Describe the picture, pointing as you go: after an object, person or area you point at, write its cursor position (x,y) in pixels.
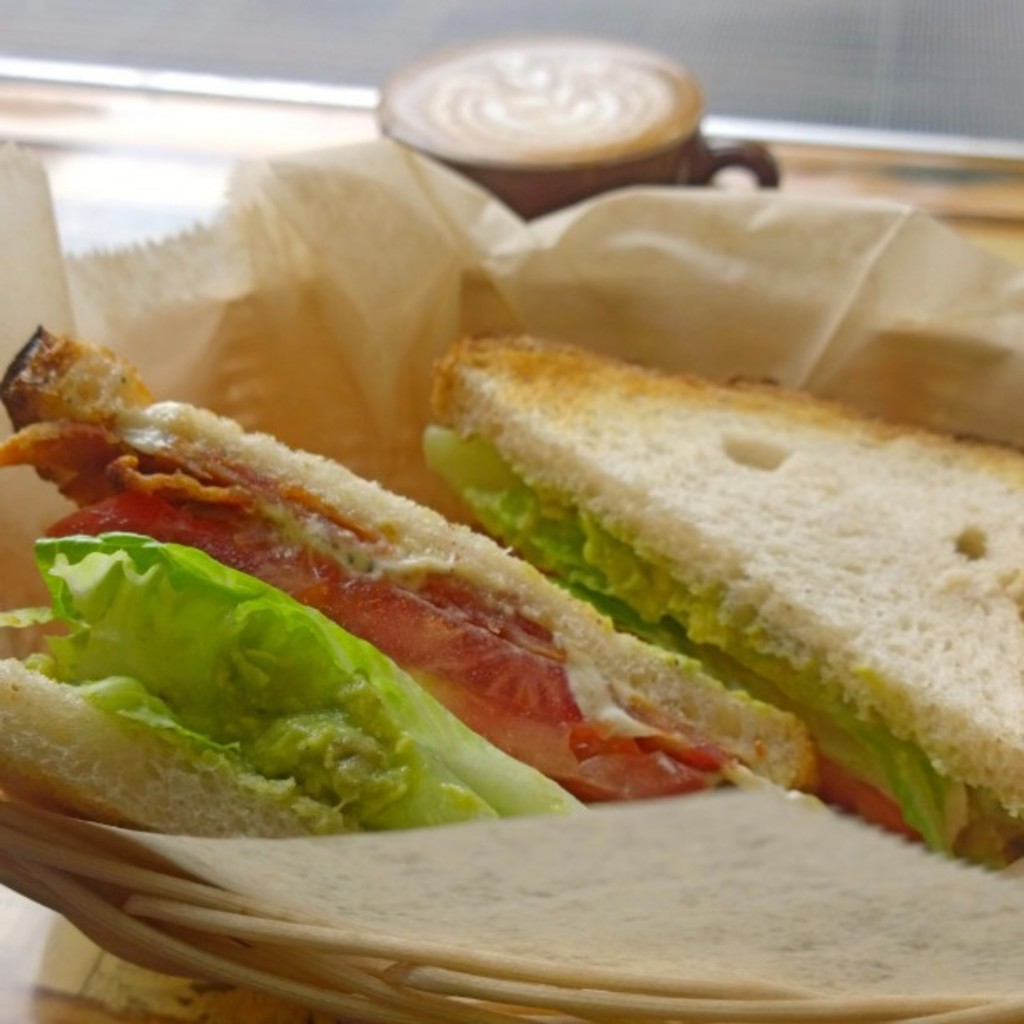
In this image there is a table (96,140) and we can see a tray (172,930) containing sandwiches (682,678) and a cup (590,186) placed on the table (798,149).
